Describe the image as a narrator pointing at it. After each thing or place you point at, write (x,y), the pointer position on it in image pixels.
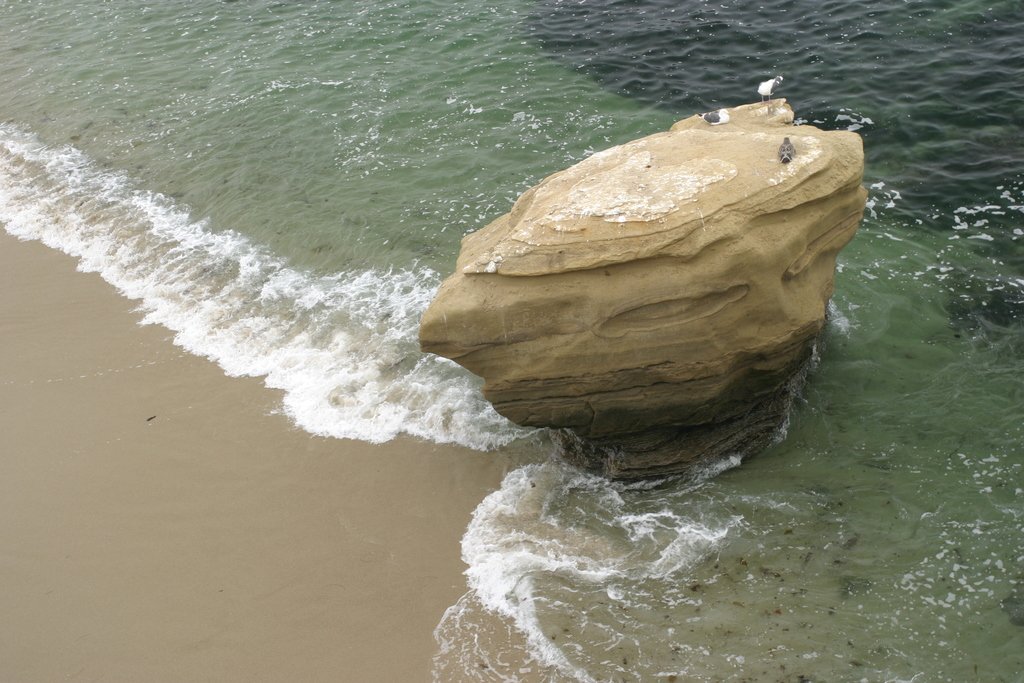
In this image I can see birds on the rock (738,220). I can also see the water (308,139) and the ground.
